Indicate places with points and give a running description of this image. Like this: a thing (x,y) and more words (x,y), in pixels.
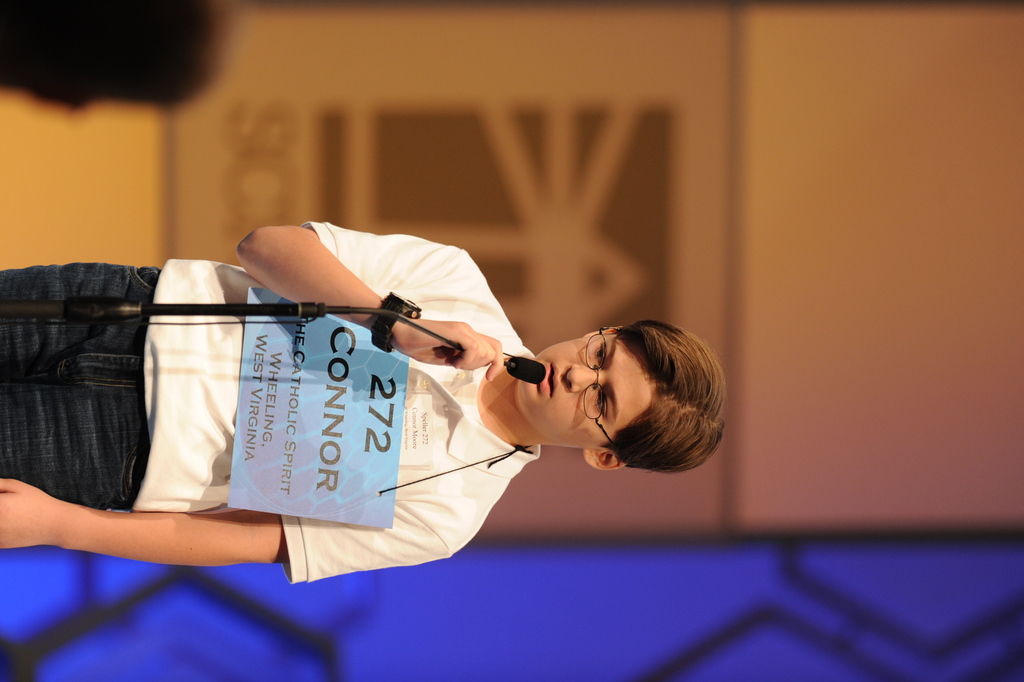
In this picture I can see a boy (448,416) is standing. The man (446,348) is holding a microphone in the hand (427,336). The man (470,336) is wearing white color t-shirt (216,439), jeans (72,464), spectacles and a board (321,420) on which something written on it. The background of the image (503,294) is blurred.
